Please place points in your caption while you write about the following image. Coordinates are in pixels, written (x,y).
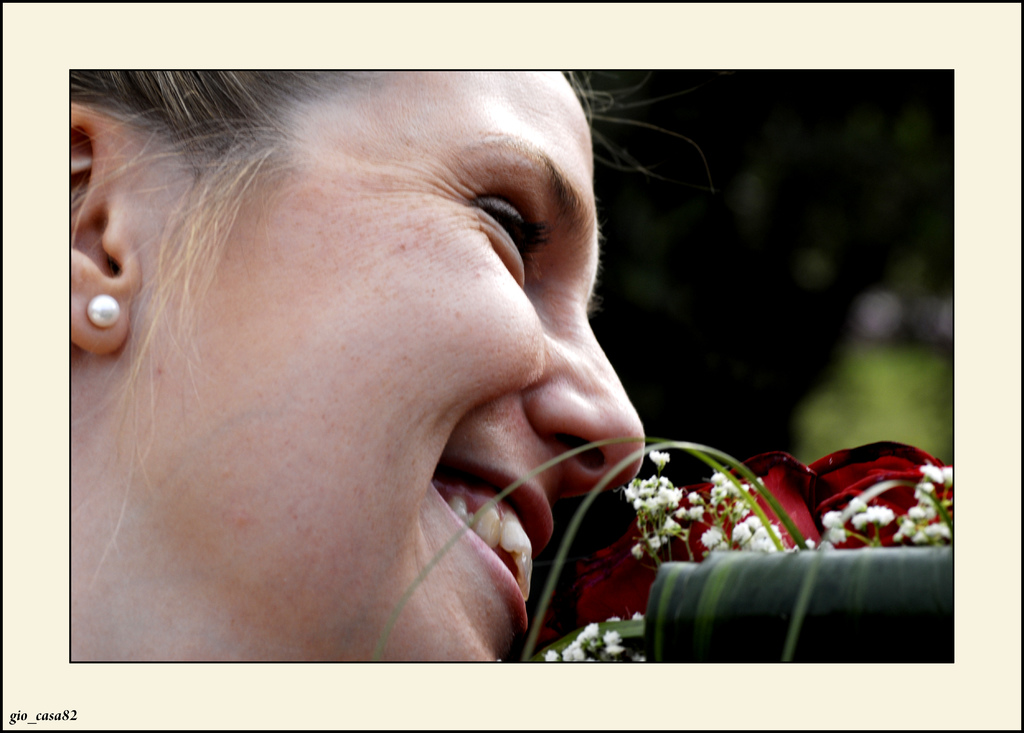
In the image, there is a woman (462,382) and there are rose flowers (703,552) in front of the face (316,444) of the women (449,458) and it is an edited image.
